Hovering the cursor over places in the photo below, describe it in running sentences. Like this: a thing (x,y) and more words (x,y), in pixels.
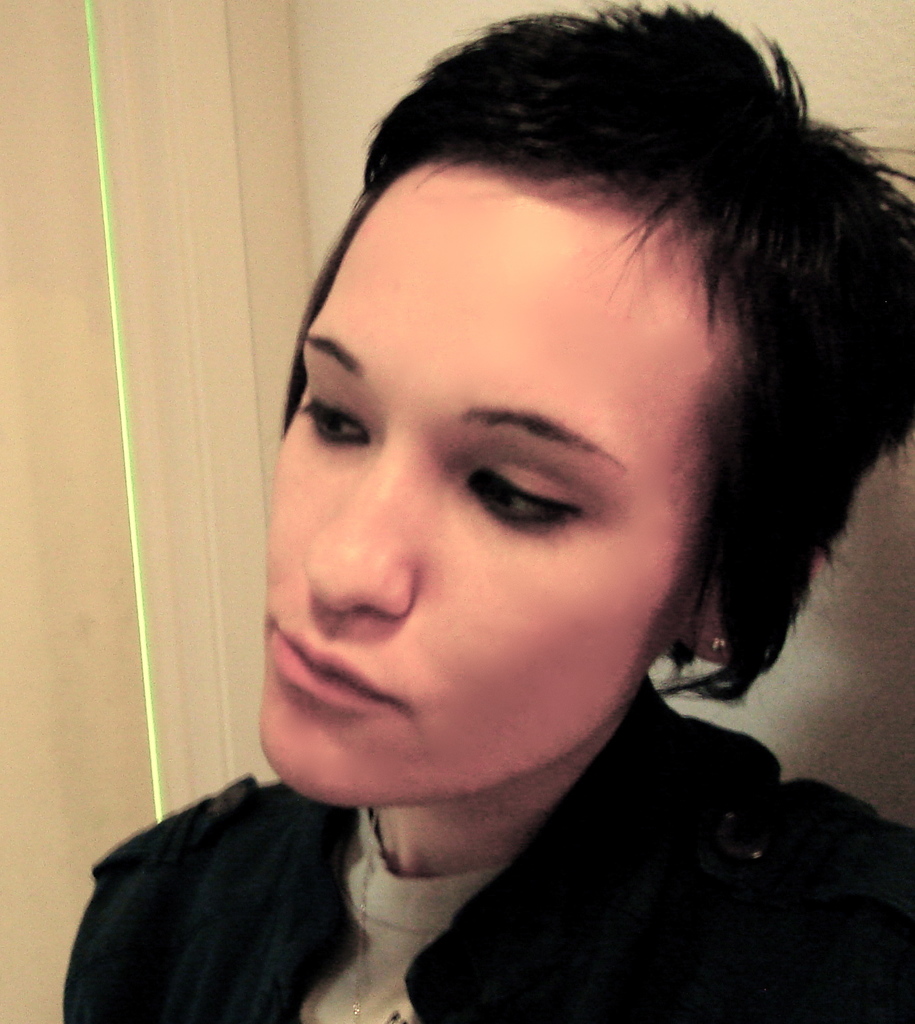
In this picture we can observe a woman (328,826). In the background (251,121) we can observe a wall (353,95). There is a chain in her neck (392,809).
